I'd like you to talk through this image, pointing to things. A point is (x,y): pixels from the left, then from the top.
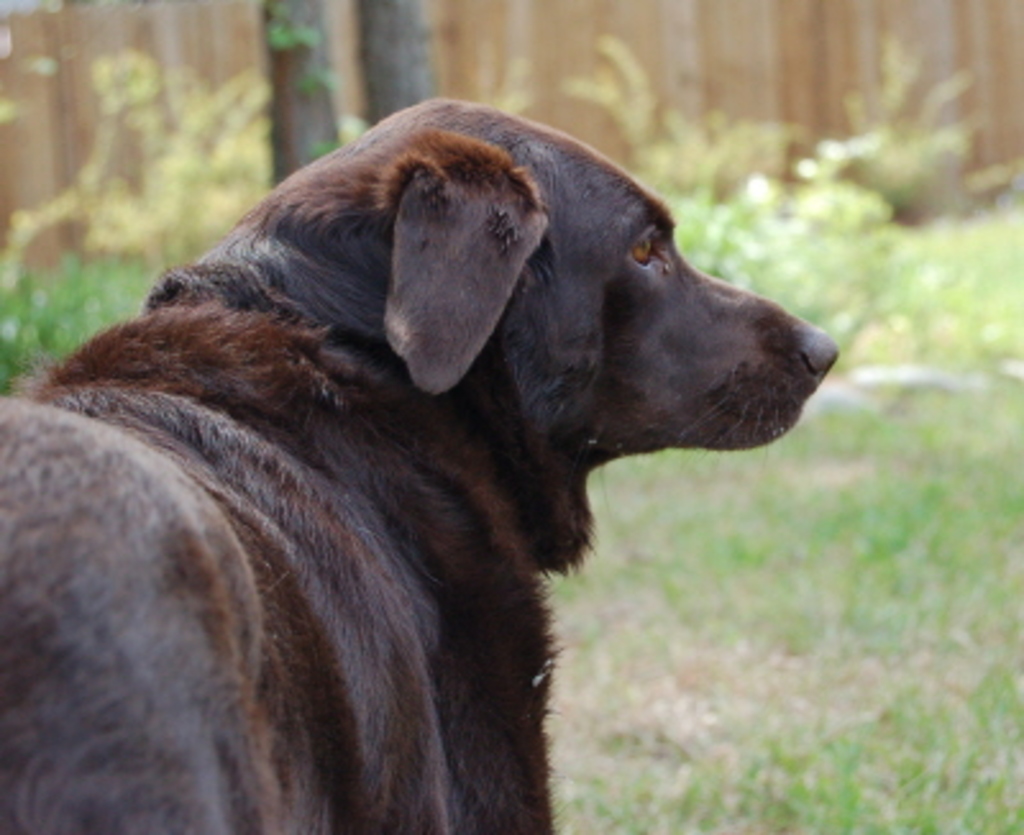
In the picture I can see a dog (346,246) on the left side (305,305). I can see the trunk (390,82) of trees (392,66) at the top of the picture (380,88). In the picture I can see the plants (857,130) and green grass (968,323). I can see the wooden fencing (57,42) at the top of the picture (513,94).
